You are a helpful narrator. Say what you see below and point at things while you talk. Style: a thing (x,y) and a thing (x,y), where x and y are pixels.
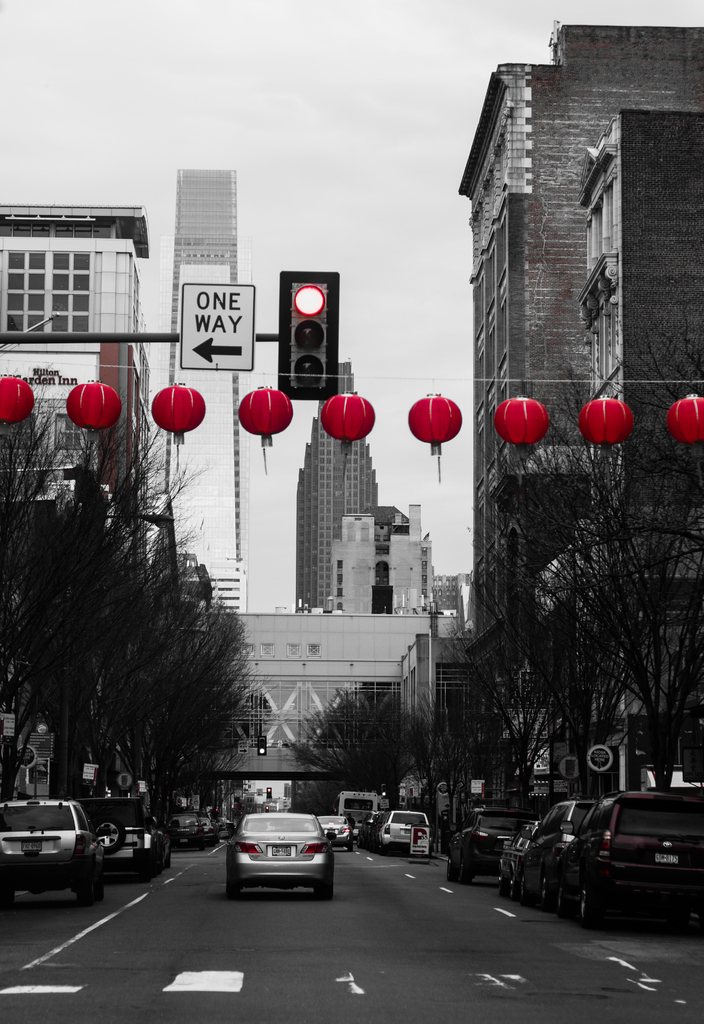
In this image, there is a black color road (275,993), at the middle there is a car (317,888) on the road (264,897), at the right (636,918) and left side (93,867) there are some cars (609,897) parked, at the top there are some red color lights (264,432), there is a pole (52,342) on that pole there is a signal light (285,346) and there is a white color sign board (185,302), there are some trees (221,636) and building (348,538) and there is a sky (231,106).
